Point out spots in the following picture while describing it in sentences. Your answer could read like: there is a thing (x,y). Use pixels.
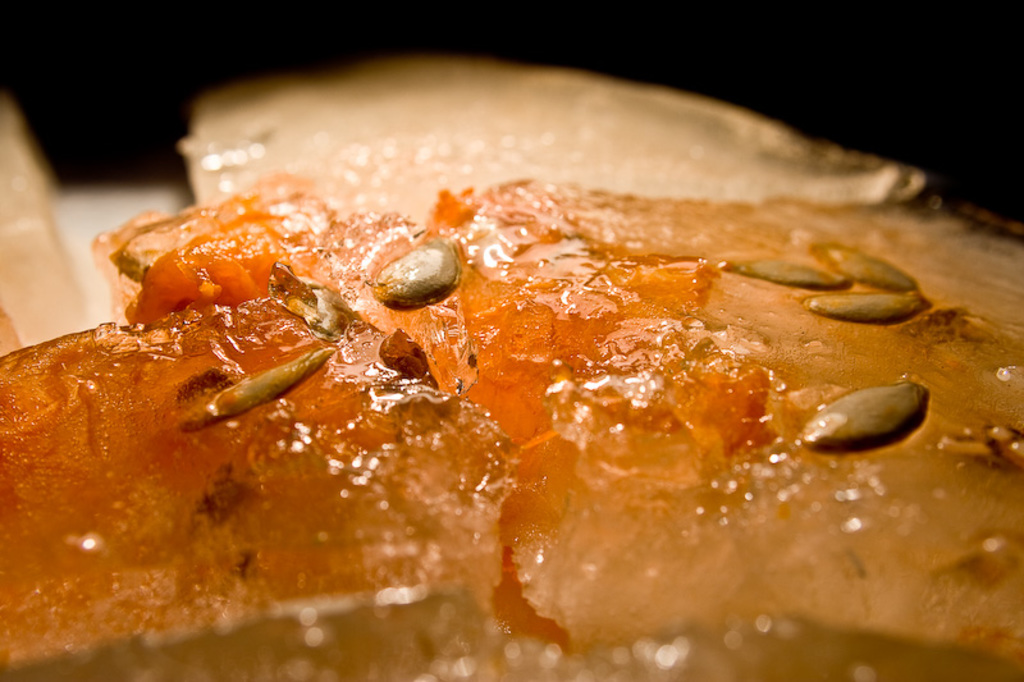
As we can see in the image there is a food item (369,291).
